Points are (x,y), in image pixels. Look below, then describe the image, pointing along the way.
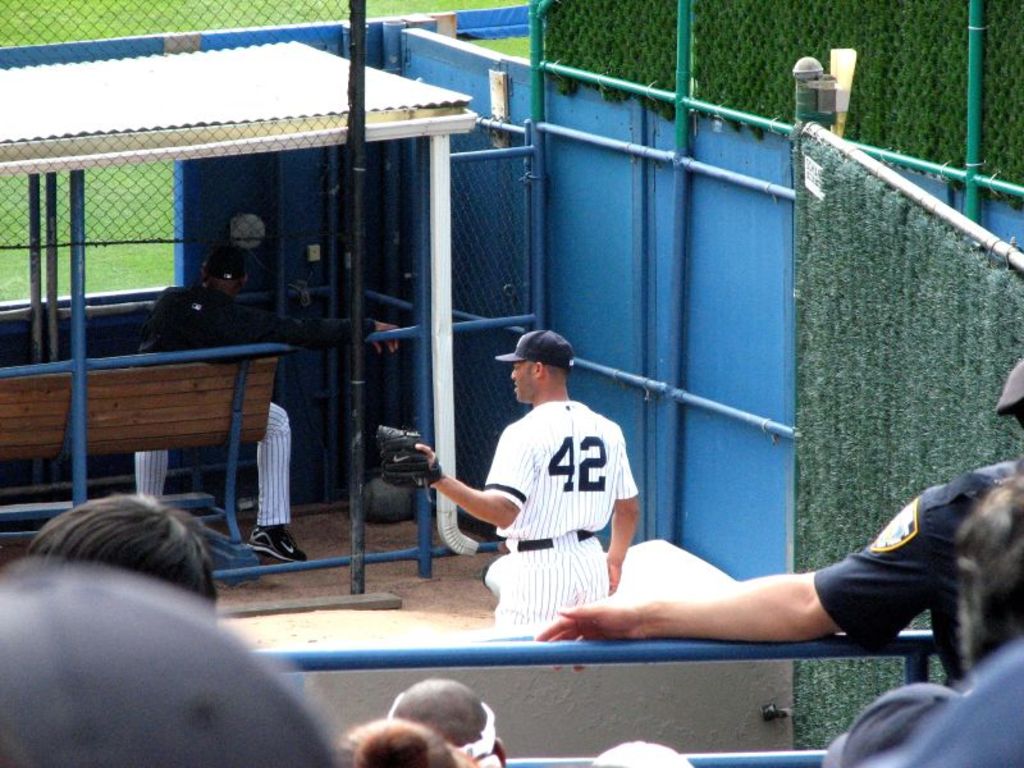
In this image, we can see few people (882,642), bench (19,386). Here a person (194,304) is sitting. Few rods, mesh (509,278), grass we can see. Here a person (519,358) is wearing a cap (536,350). At the bottom (16,752), we can see few human heads (1007,760).
